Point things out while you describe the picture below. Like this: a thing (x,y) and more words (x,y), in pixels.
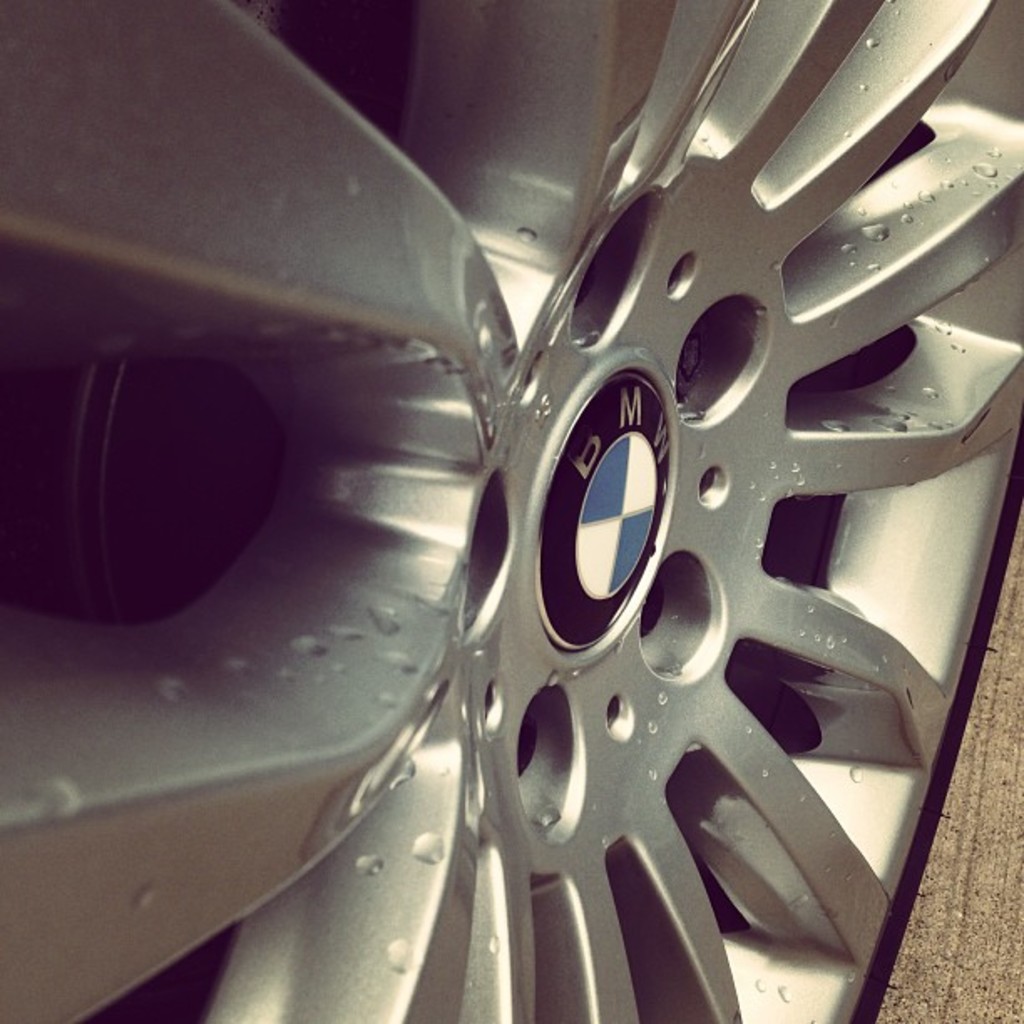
In this picture we can see a part (482,162) of a vehicle (435,148). There is a logo (564,606) and some text (655,434) is visible on the part (653,251) of a vehicle (591,297).
